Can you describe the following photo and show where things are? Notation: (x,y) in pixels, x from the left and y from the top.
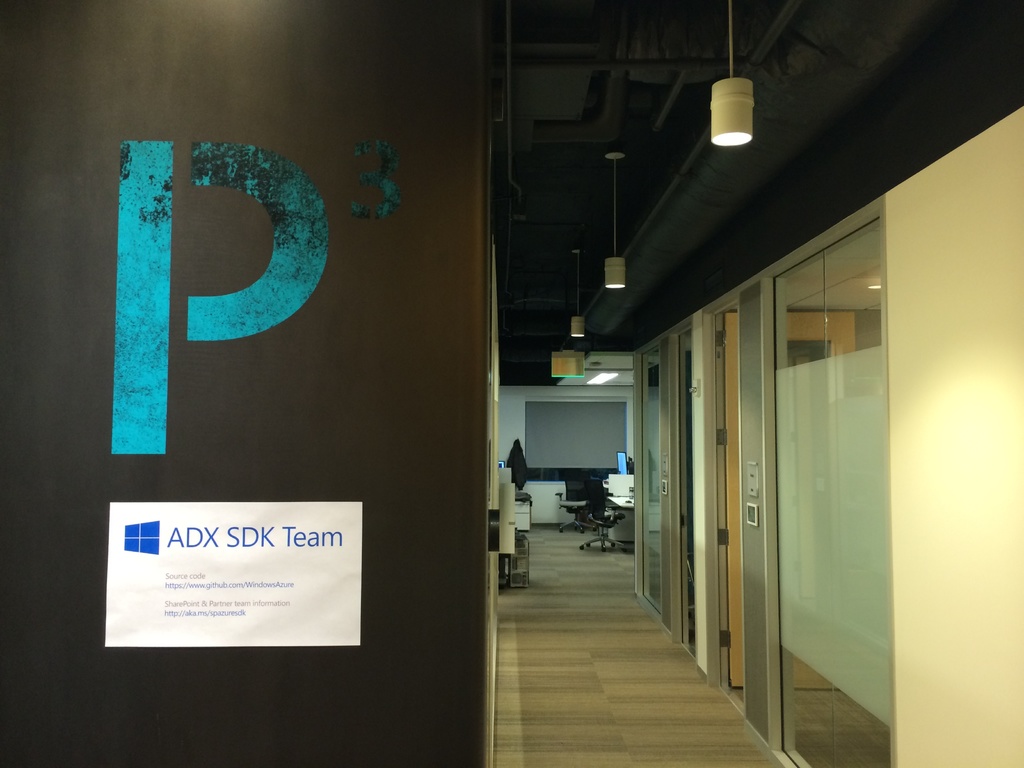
In this image we can see a wall (421,437). On the wall (215,387) we can see the text (235,240) and paper (224,590) with text (261,590). On the right side (865,299), we can see the glasses (850,491) and the door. In the background (572,387), we can see the chairs (601,538), wall (561,399) and few objects (528,510). At the top (662,130) we can see the roof (609,193) and lights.
